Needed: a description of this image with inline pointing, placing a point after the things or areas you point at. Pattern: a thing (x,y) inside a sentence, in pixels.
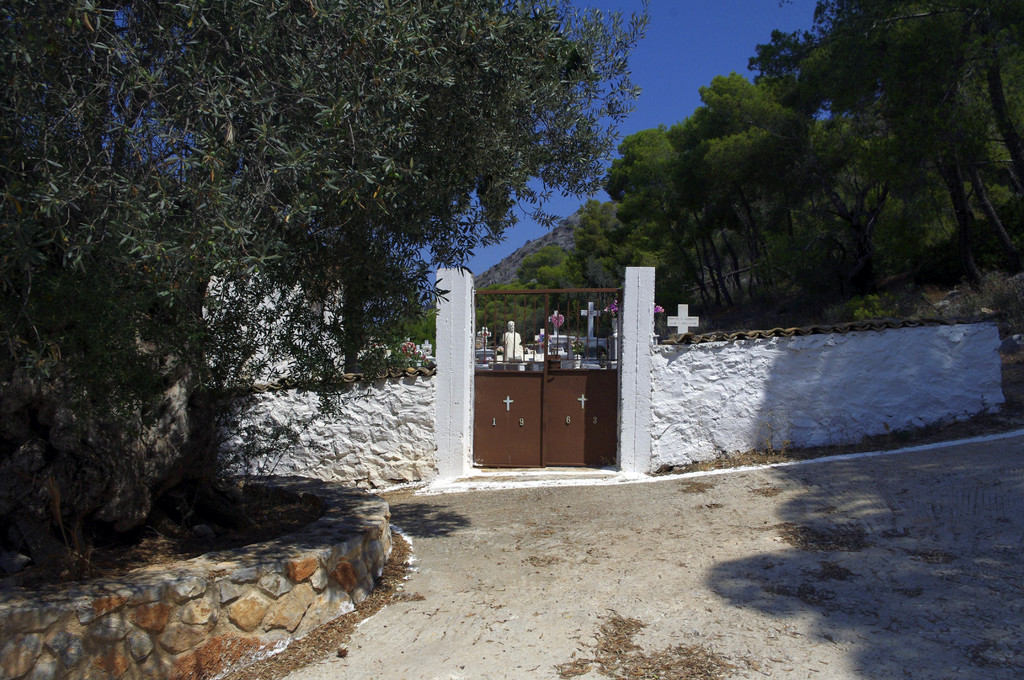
In the image we can see the compound (784,416), white in color and this is a gate (539,417). This is a footpath (608,605), stone wall (227,607), trees (164,271), cross symbol (670,324), sculpture (513,344) and a blue sky (669,63).
